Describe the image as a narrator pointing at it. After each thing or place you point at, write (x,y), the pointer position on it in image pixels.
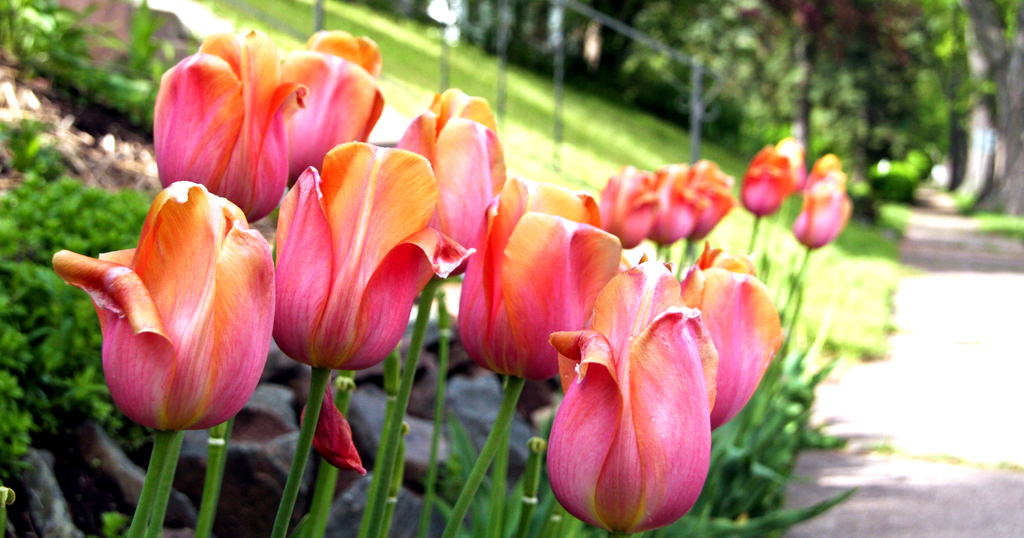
Here we can see flowers (509,307). In the background (655,118) the image is blur but we can see grass (597,130), trees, poles (581,7) and a road (945,286).
